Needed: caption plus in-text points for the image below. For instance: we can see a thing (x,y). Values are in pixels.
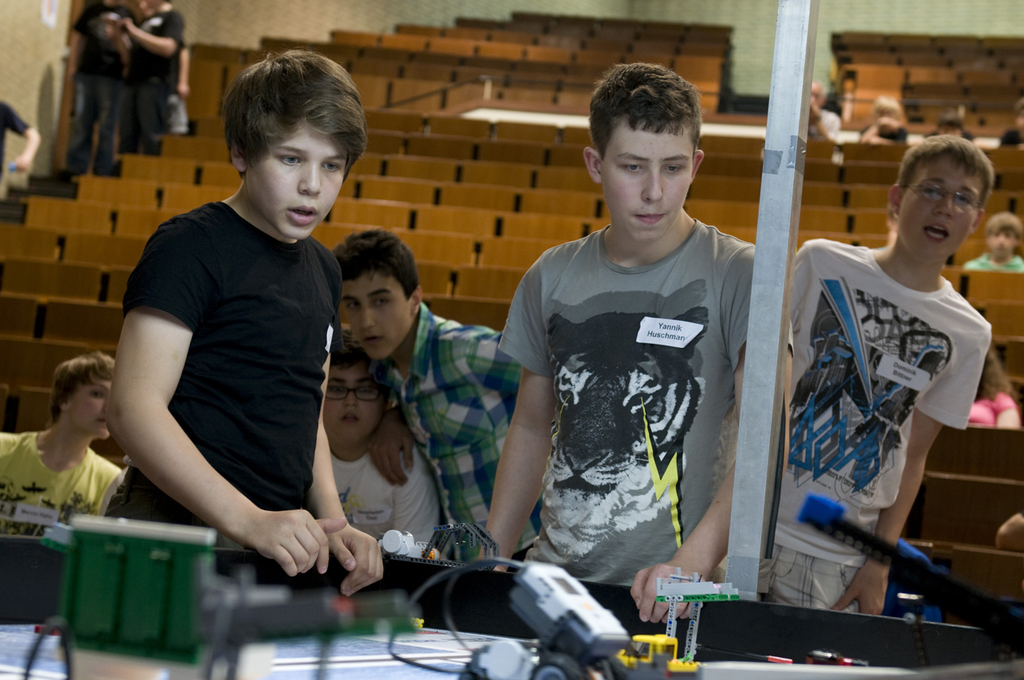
In this picture there are three boys (215,309) in front (200,309) looking to the small toys (495,651). Behind there is a brown color auditorium chairs (474,181). On the left corner (146,72) side there two boys (146,106) standing and talking.
